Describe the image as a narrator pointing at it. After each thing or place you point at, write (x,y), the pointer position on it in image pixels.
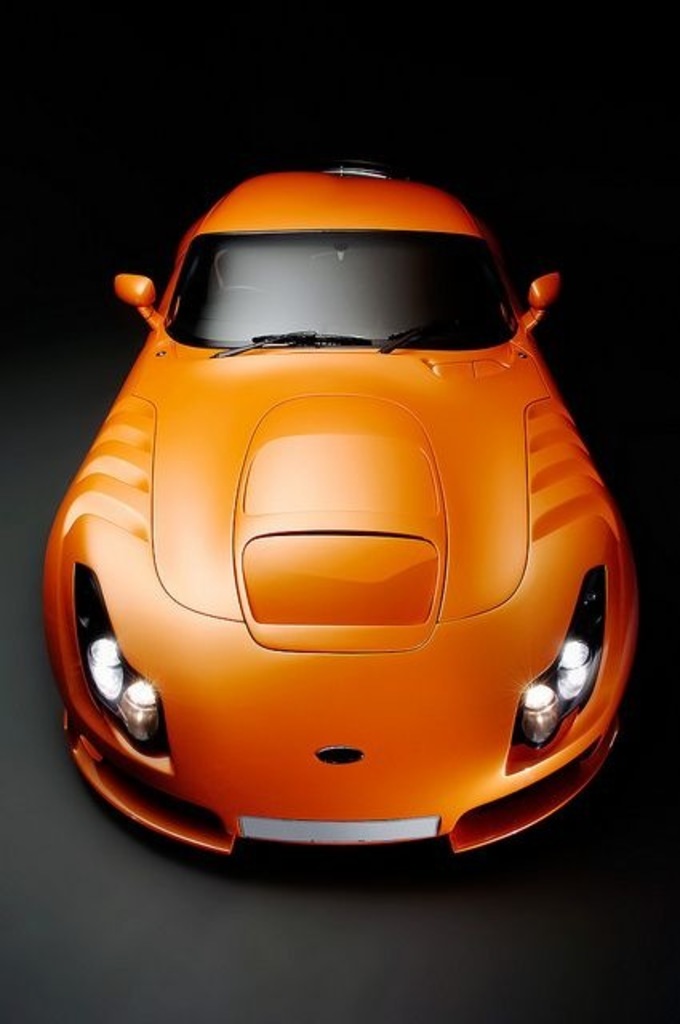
In the center of the image (344,454), we can see a car (235,369).
